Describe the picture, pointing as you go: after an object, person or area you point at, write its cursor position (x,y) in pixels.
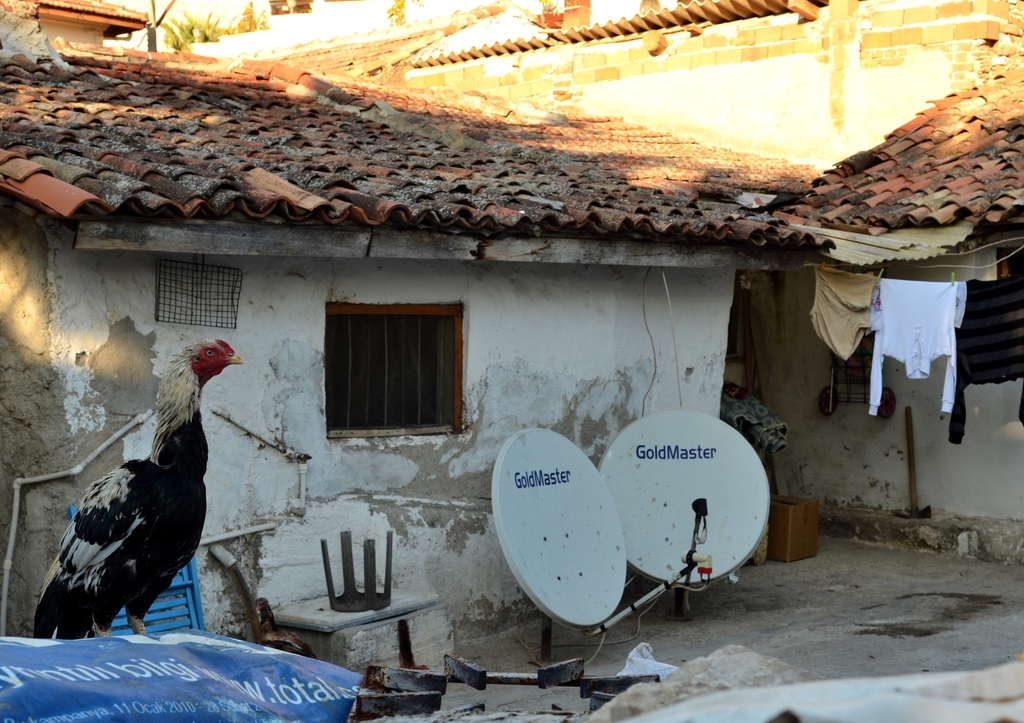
In this picture I can see a hen (176,454) on the left side (186,508). In the middle (561,432) there are satellite dishes (592,525) and houses (599,368). On the right side (986,363) I can see few clothes (921,368).
